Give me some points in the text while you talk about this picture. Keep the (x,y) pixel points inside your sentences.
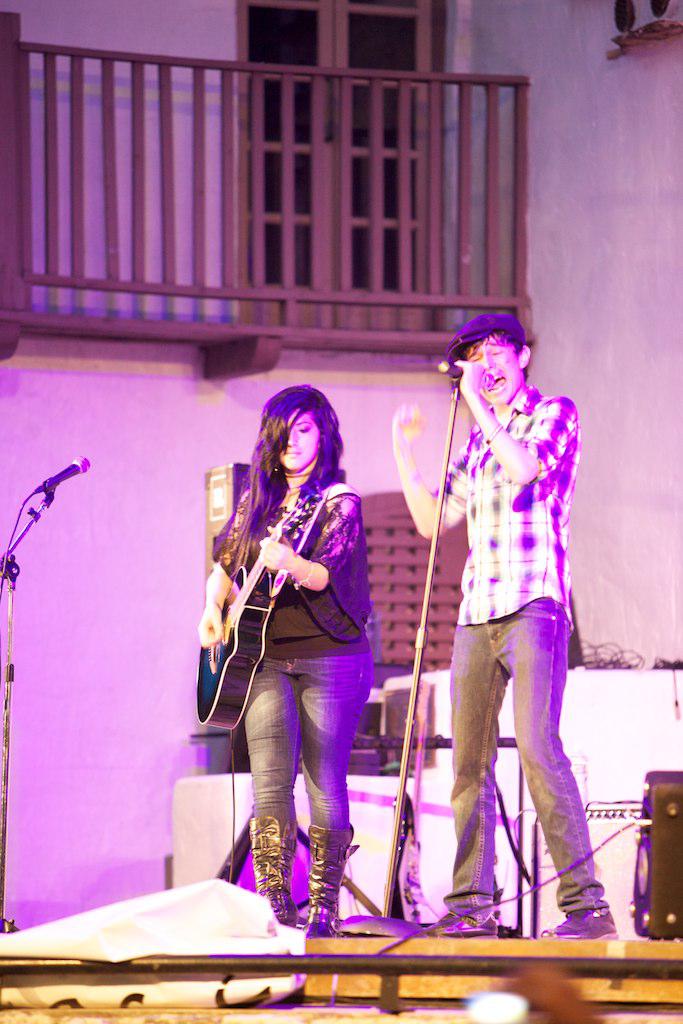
In this picture we can see two persons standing on the floor (564,948). She is playing guitar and he is singing on the mike (457,372). He wear a cap (499,333). On the background (594,341) there is a wall (618,434).
